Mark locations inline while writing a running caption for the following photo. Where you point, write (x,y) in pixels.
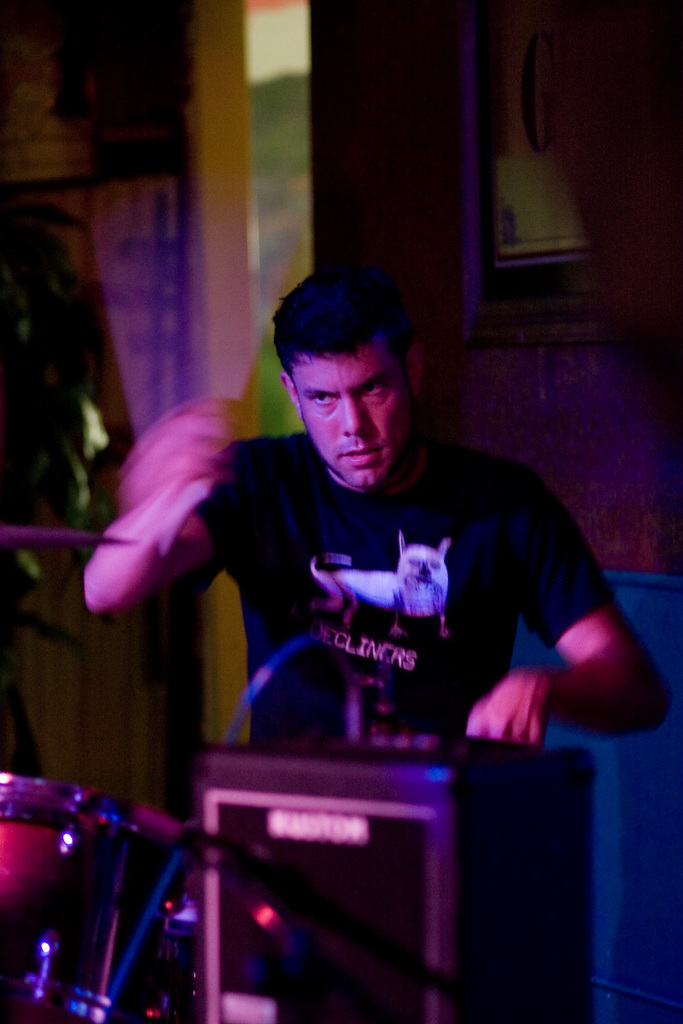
In this image in the front (340,846) there is an object (342,857) which is black in colour. In the center (335,551) there is a person (335,551) sitting and there are musical instruments (140,823). In the background (195,242) there is a plant (26,305) and there is a wall (438,243) and on the wall (438,243) there is a frame (521,235).
